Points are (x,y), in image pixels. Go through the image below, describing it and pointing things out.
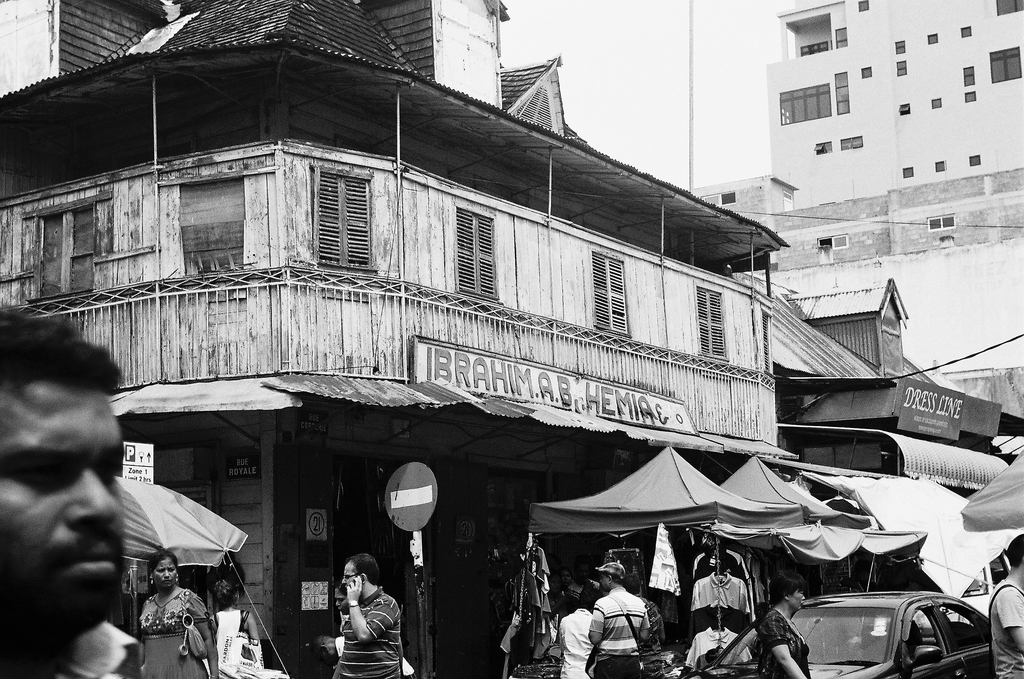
In this picture there is a man (380,648) who is holding a mobile phone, beside him there is a sign board (402,519). In the bottom left (75,472) I can see the person's face (27,530), beside him there is a woman (158,628) who is standing near to the tent (197,558). In the bottom right (1004,636) I can see some people (582,637) who are standing near to the black car (865,650). In front of them I can see the tent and clothes shop (711,610). In the back (723,356) I can see the buildings (831,266). At the top (625,22) I can see the sky (613,11).
